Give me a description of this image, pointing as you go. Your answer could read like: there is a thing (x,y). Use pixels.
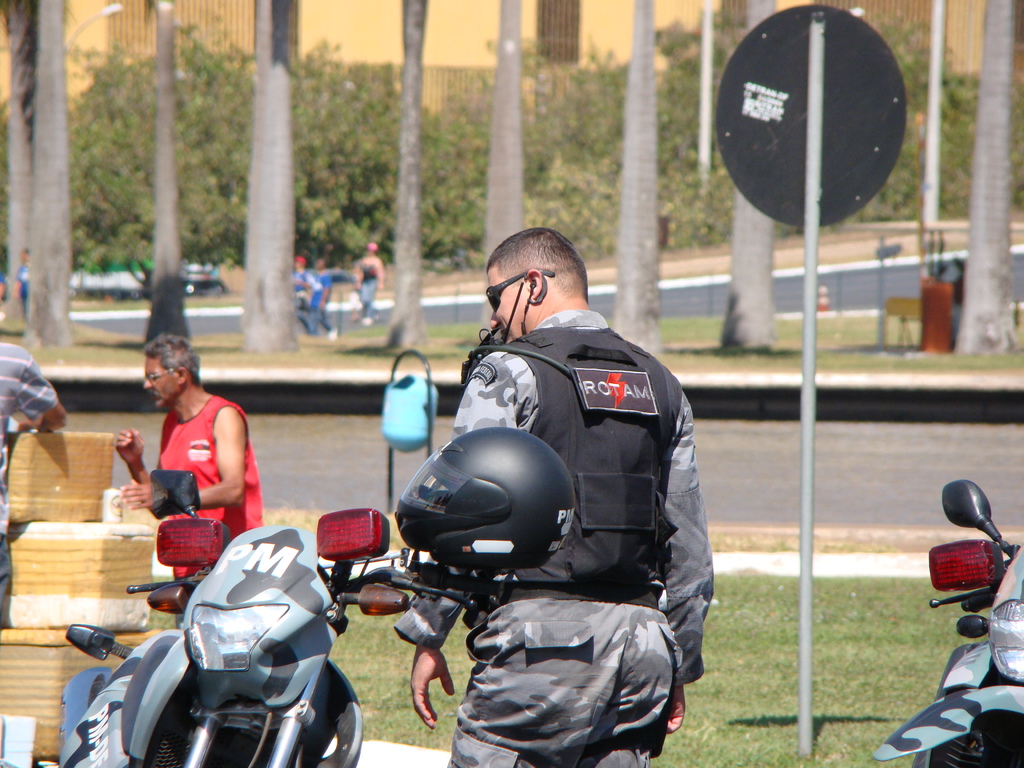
In this image we can see few people (203,426) on the road (798,472), there are motorbikes (336,678) and a helmet (489,562) on the motorbike (425,577), there are few boxes (81,581) near the persons (195,445), there is a pole (811,470) with board (834,102), few objects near the tree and there are few trees (672,225) and building (310,26) in the background (562,96).
